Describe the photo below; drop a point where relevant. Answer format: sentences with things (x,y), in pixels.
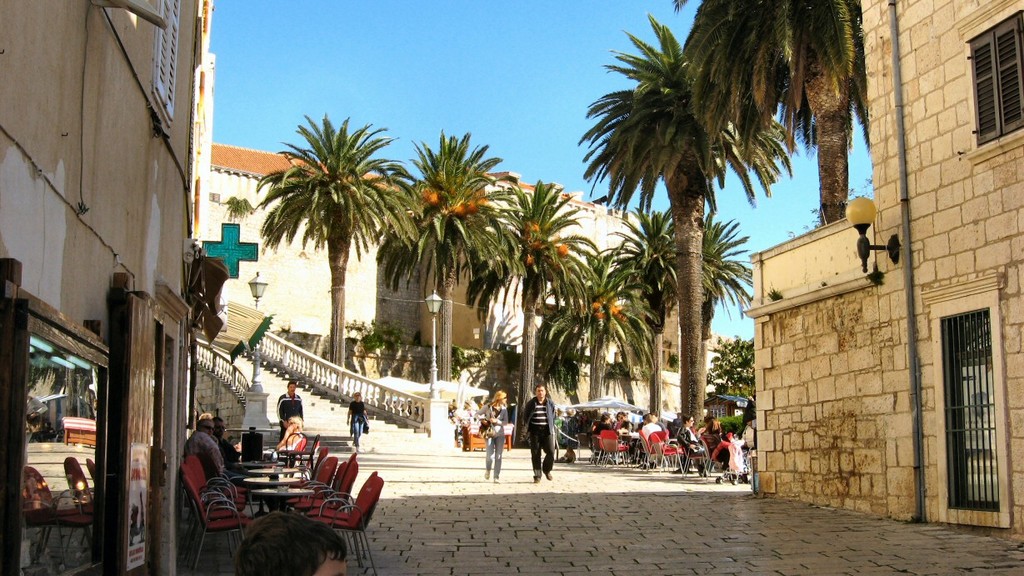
In this picture we can see two couples (544,440) are walking on the pedestrian path (451,515). On both the sides there is a open restaurant (708,442) with tables (269,471) and chairs (677,452). Behind there are some coconut trees (681,264). On the right corner (820,417) there is a brick wall (820,417) with window grill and door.
